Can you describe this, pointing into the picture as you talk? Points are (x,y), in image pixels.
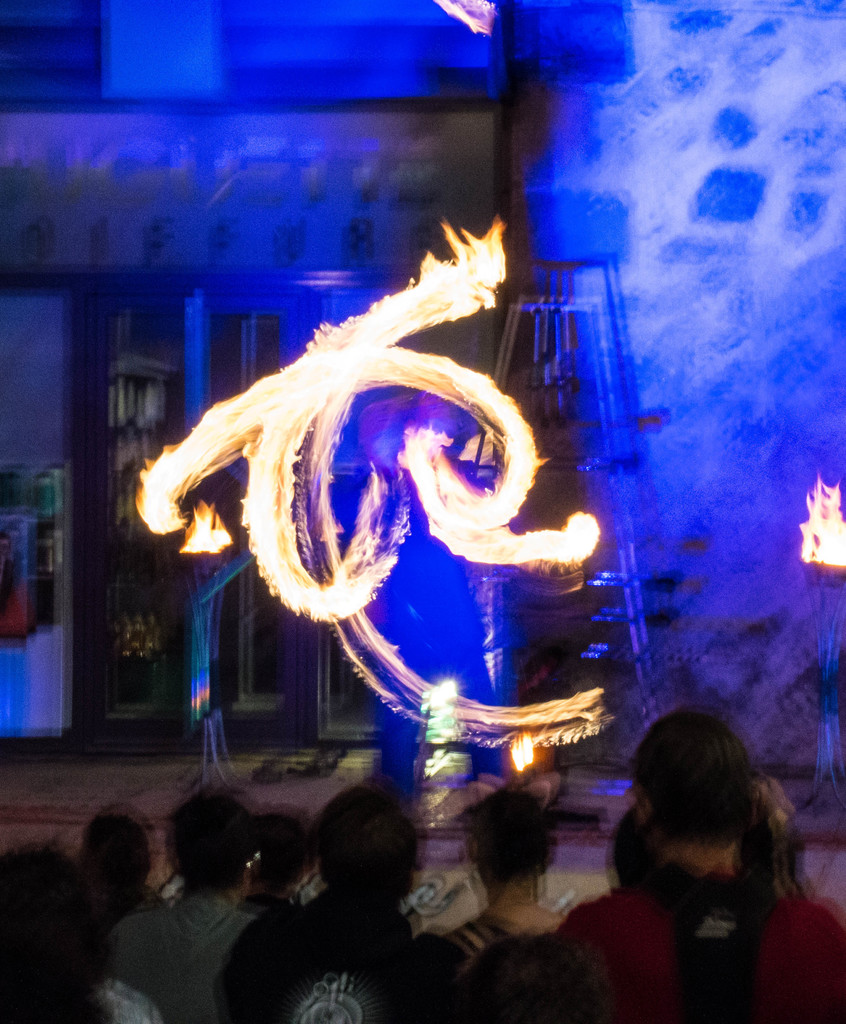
In the picture I can see people (401,958) are standing. In the background (335,433) I can see the fire (360,591) and some other objects (36,649).
